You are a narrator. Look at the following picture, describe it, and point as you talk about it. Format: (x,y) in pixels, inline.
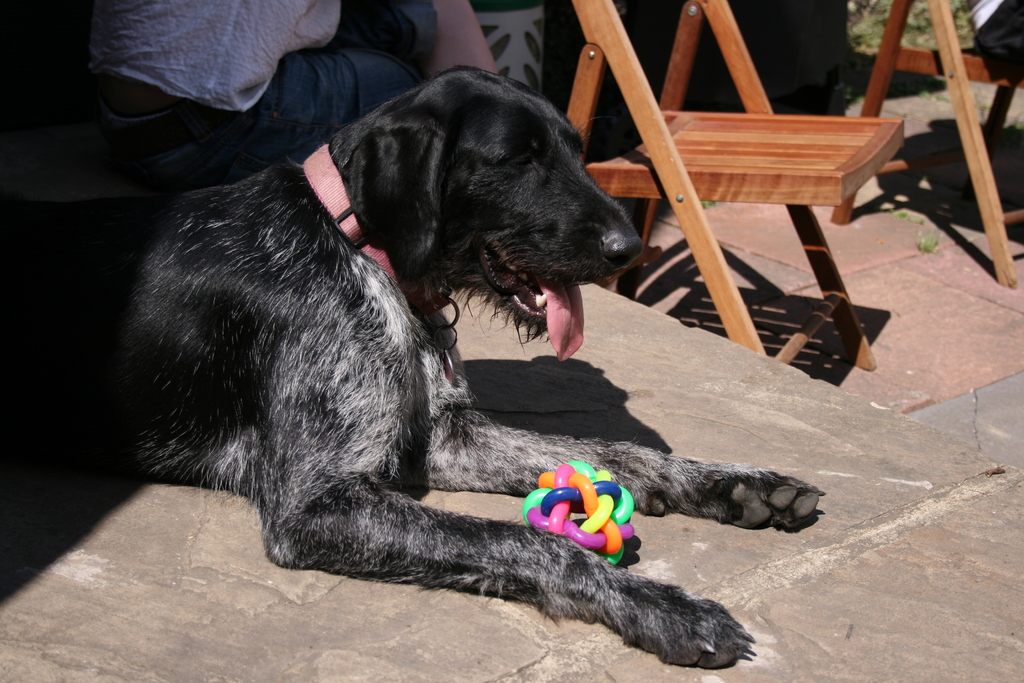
There is a dog (336,280). Dog neck (315,208) has a belt (330,181). On the left side (130,48) we have a person (155,80). He is sitting. In background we can see chair (777,192).
